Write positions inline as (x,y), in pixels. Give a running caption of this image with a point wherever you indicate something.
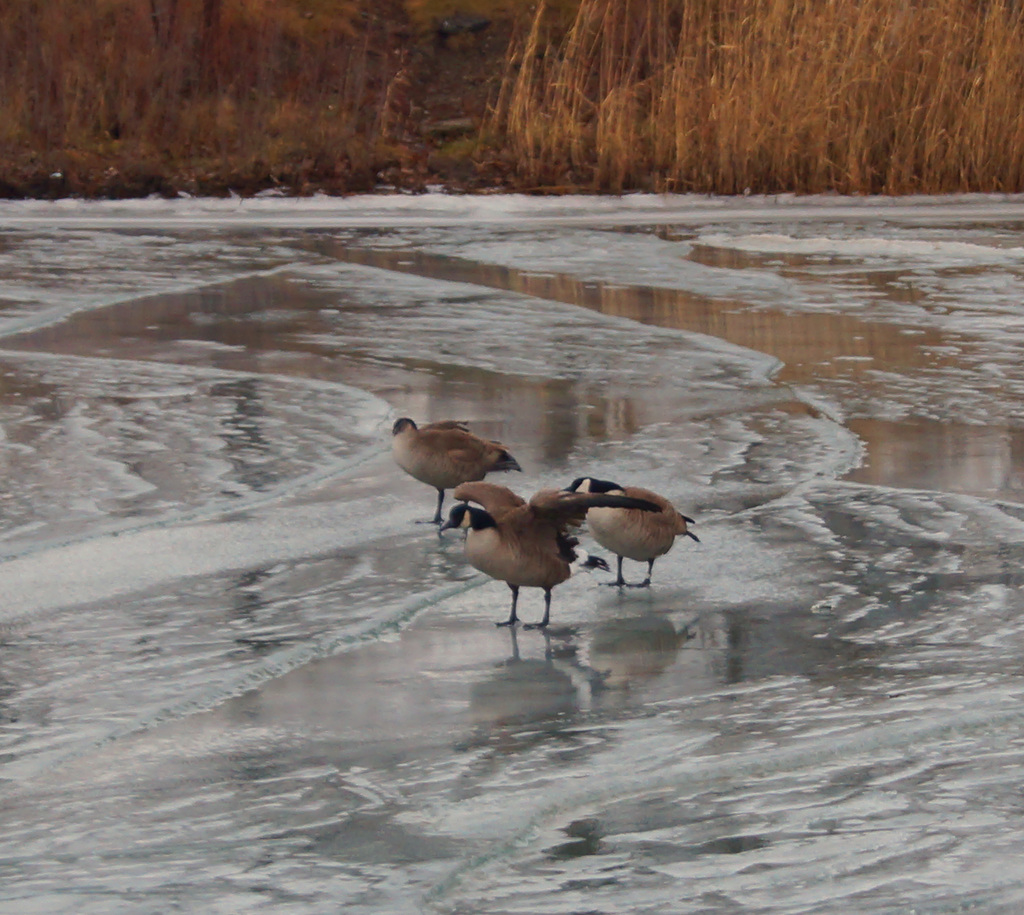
In the given image i can see a birds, water (41,397) and in the background (511,99) i can see the dry grass (564,130).
